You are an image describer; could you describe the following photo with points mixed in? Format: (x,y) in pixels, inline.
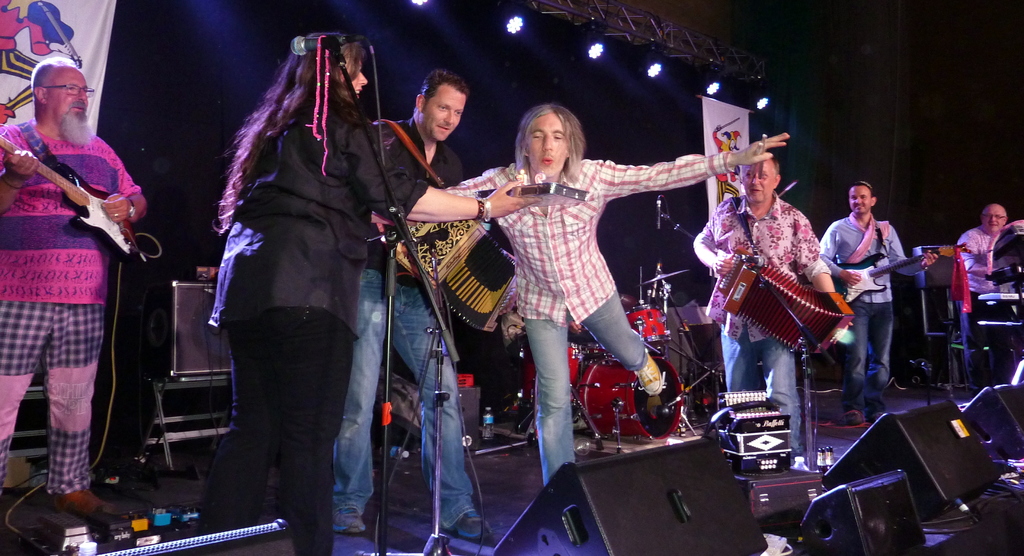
In this image we can see some people (549,369) standing on the floor (521,449) playing different musical instruments (578,404). We can also see a speaker (868,510), drums (593,427), lights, bottles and a poster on the stage (411,469). On the backside (501,108) we can see some ceiling lights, curtain (186,139) and a poster (93,58).
